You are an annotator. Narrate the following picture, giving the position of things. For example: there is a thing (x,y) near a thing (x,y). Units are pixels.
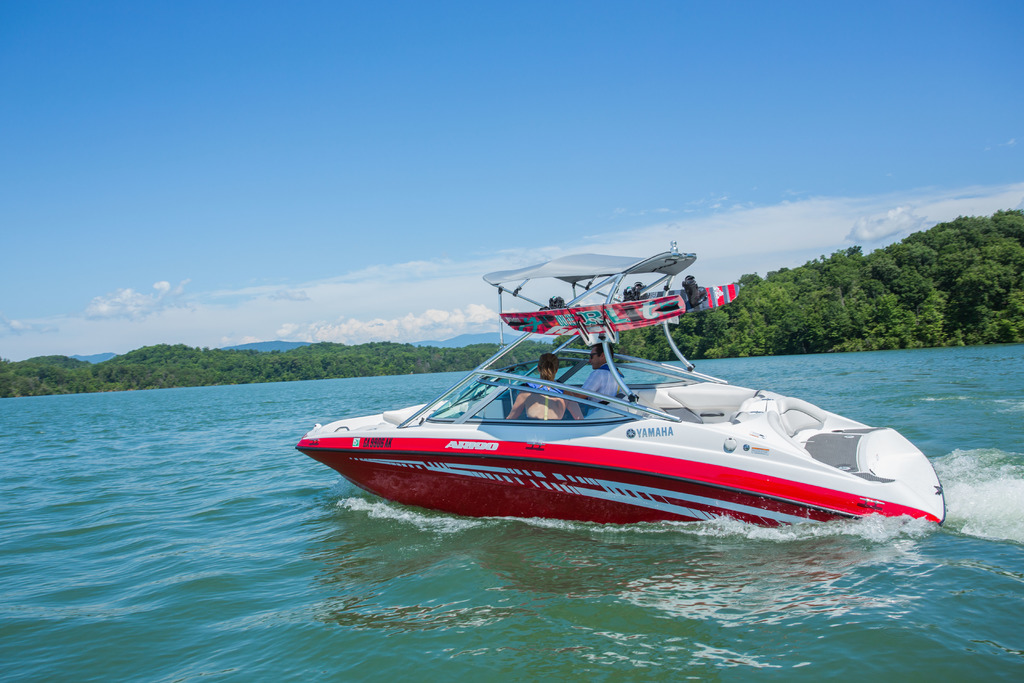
Above this water (387,543) there is a boat (478,395). In this boat (579,442) there are two people (602,352). Background (954,280) there are trees (129,386). Sky (353,155) is in blue color. These are clouds (848,218).
